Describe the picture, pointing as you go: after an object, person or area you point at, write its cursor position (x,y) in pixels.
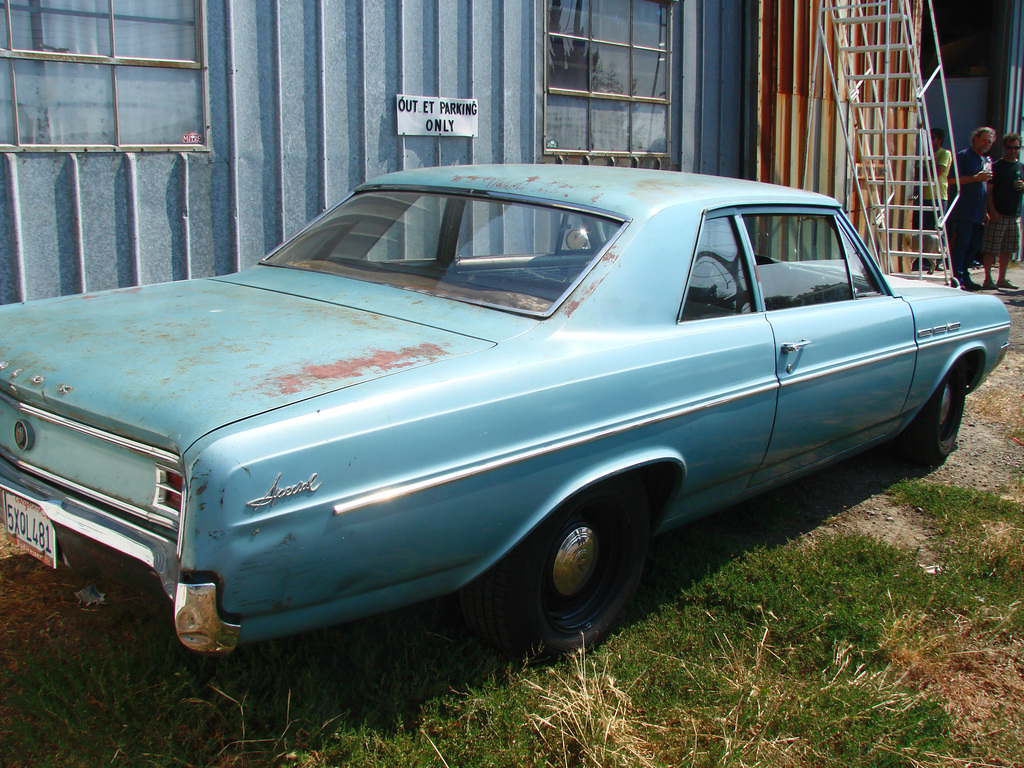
In this image there is a blue color car (458,406) on the grass (994,566), and in the background (672,41) there is a shed (526,158) with a paper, windows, staircase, and there are group of people (1000,168) standing.
